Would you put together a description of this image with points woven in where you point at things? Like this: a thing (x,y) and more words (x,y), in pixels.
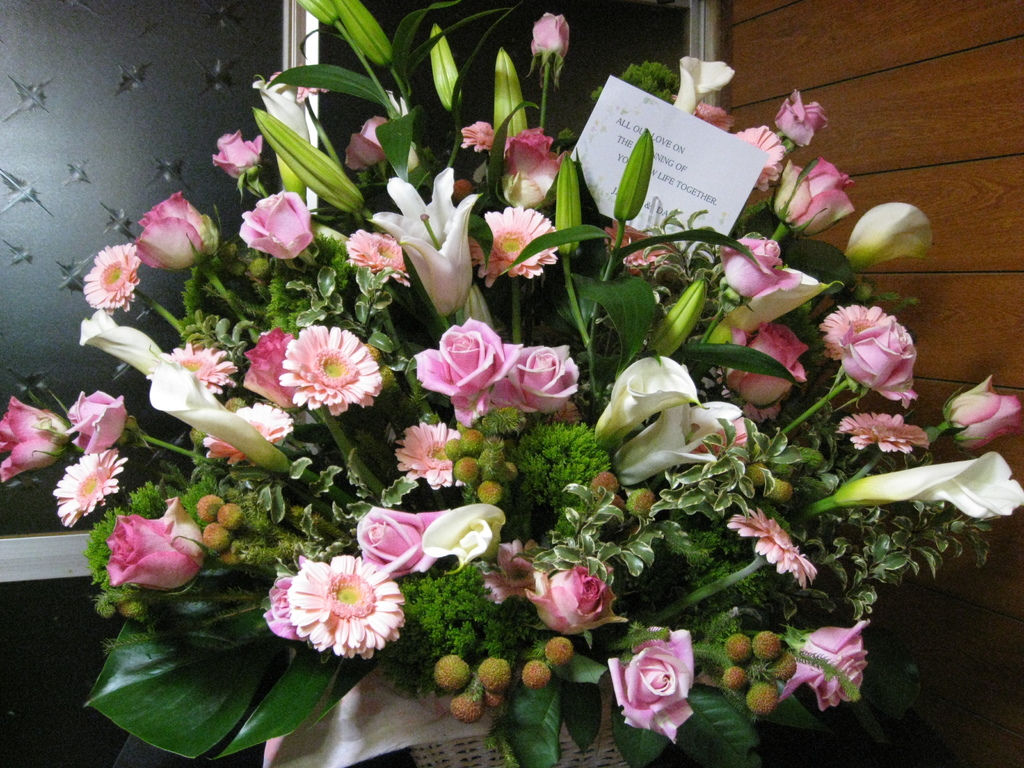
In this image I can see the flower bouquet (452,428) and the card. I can see the flowers (402,440) are in white and pink color. I can see the brown and grey color background (95,177).
